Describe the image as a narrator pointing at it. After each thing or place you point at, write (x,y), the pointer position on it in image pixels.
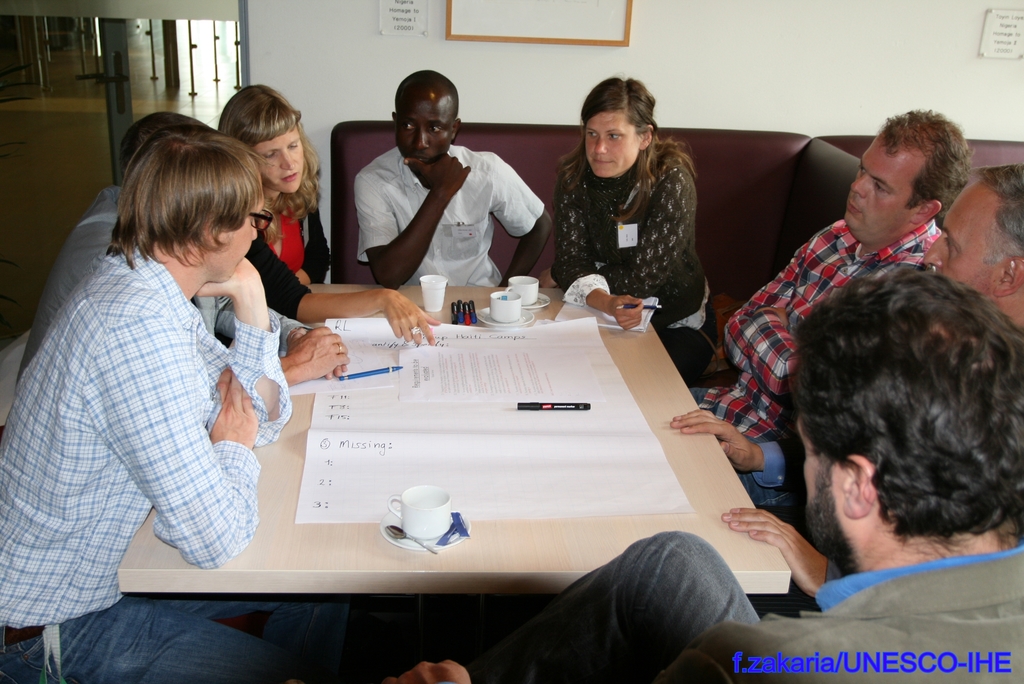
There is a room (472,281). There is a group of people (392,323). They are sitting on a chairs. There is a table (649,331). There is a paper (561,374), pen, cup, saucer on a table (675,380). We can see in background (691,41) window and white color wall (676,35).
